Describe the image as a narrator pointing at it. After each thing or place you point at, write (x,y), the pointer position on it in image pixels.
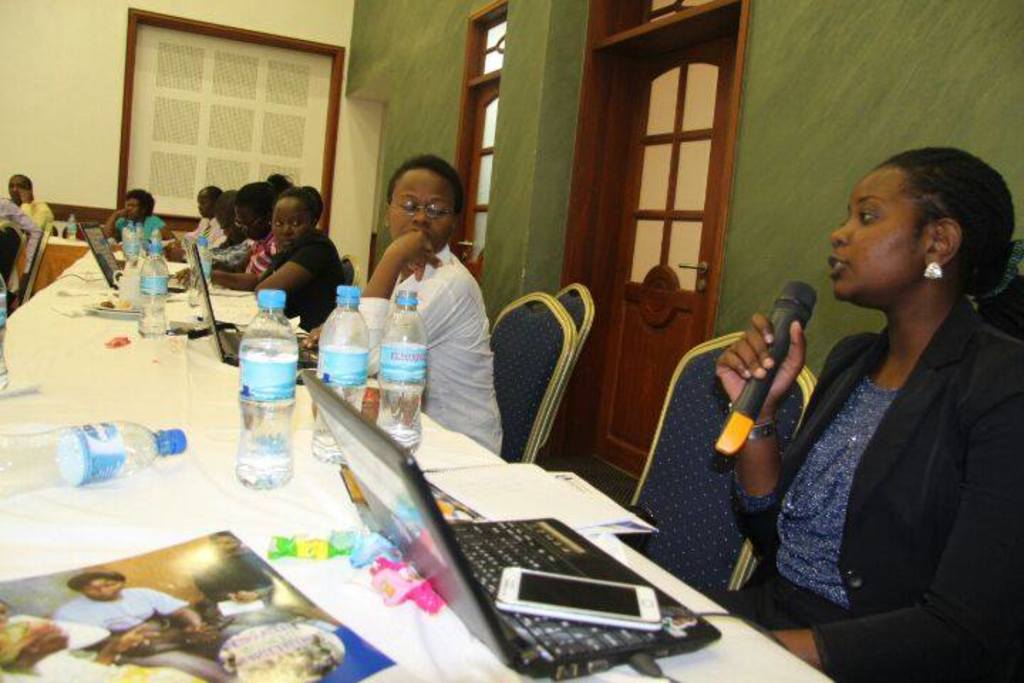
There are some people (1012,497) in the room (275,16) sitting on chairs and on the table (196,381) we can see some bottles (280,421), laptops (555,565) and notes (381,658) and there is a door (654,157) and a window (485,112).
